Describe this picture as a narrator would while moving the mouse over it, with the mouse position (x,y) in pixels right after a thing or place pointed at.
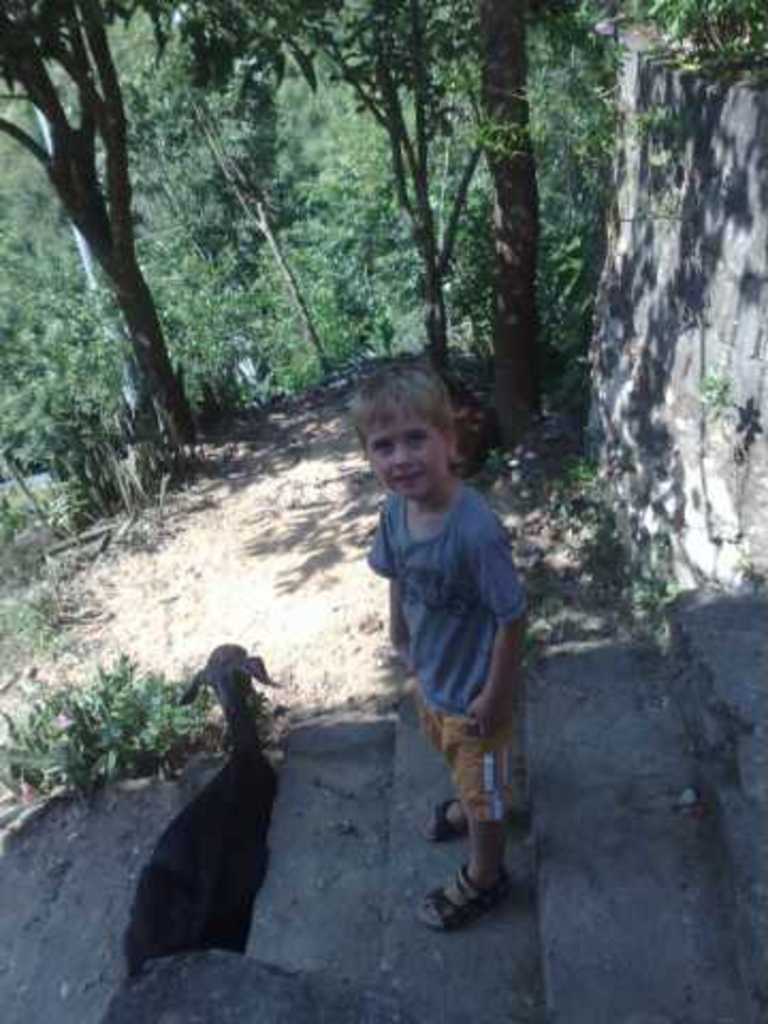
In this image, we can see a boy (447,629) is standing on the stair (430,881). Here we can see an animal (242,891). Background (658,465) we can see ground (211,544), plants (61,480), trees (68,357) and wall (679,257).
